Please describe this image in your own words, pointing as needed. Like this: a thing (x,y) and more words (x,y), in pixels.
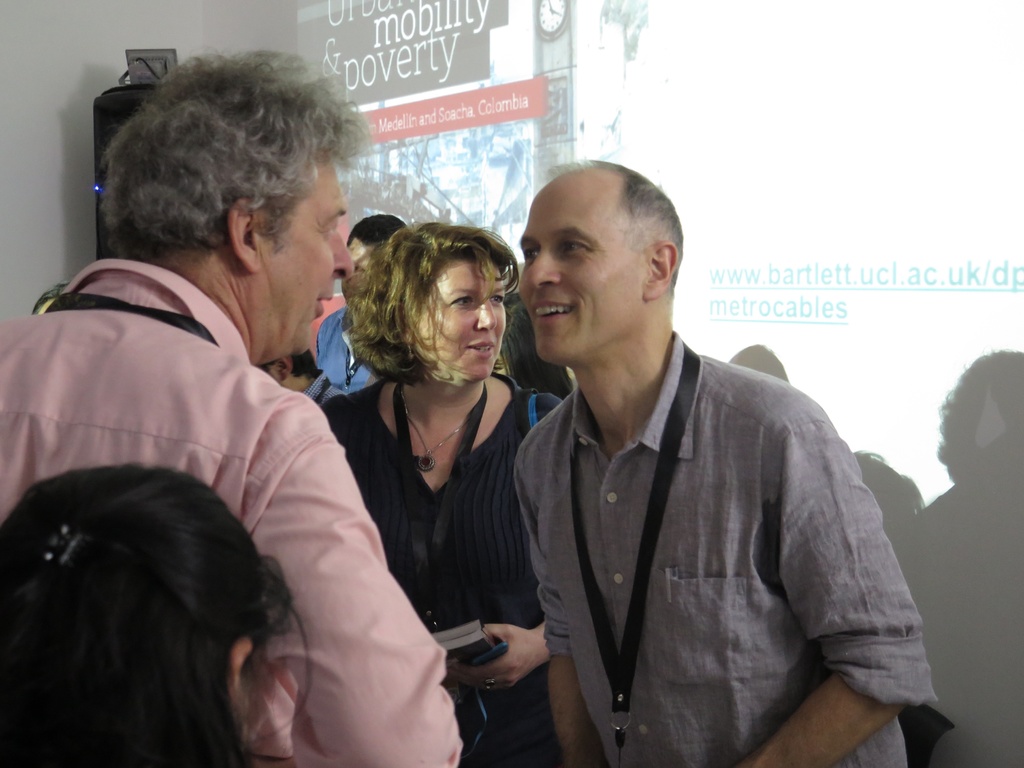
In this image, I can see a group of people (532,370) standing. In the background (454,81), there is a screen (547,79) and an object (122,112).
